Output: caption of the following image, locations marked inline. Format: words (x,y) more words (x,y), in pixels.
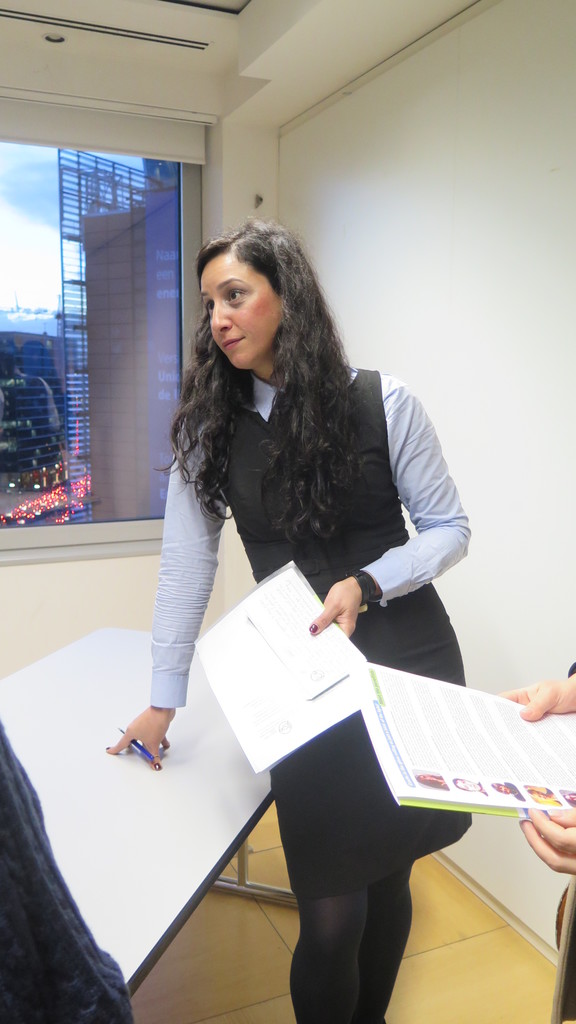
In the center of the image (194,553), we can see a lady (274,479) holding some papers (273,605) and a pen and on the right (533,690), there is a person (541,694) holding a book (460,744) and we can see a board (122,878) and there is an other person (59,881) and there is a window (95,212) and through the glass (63,466) we can see some buildings (53,468), lights (39,487) and vehicles (43,494) on the road (35,493). At the bottom (458,976), there is a floor (474,955).
